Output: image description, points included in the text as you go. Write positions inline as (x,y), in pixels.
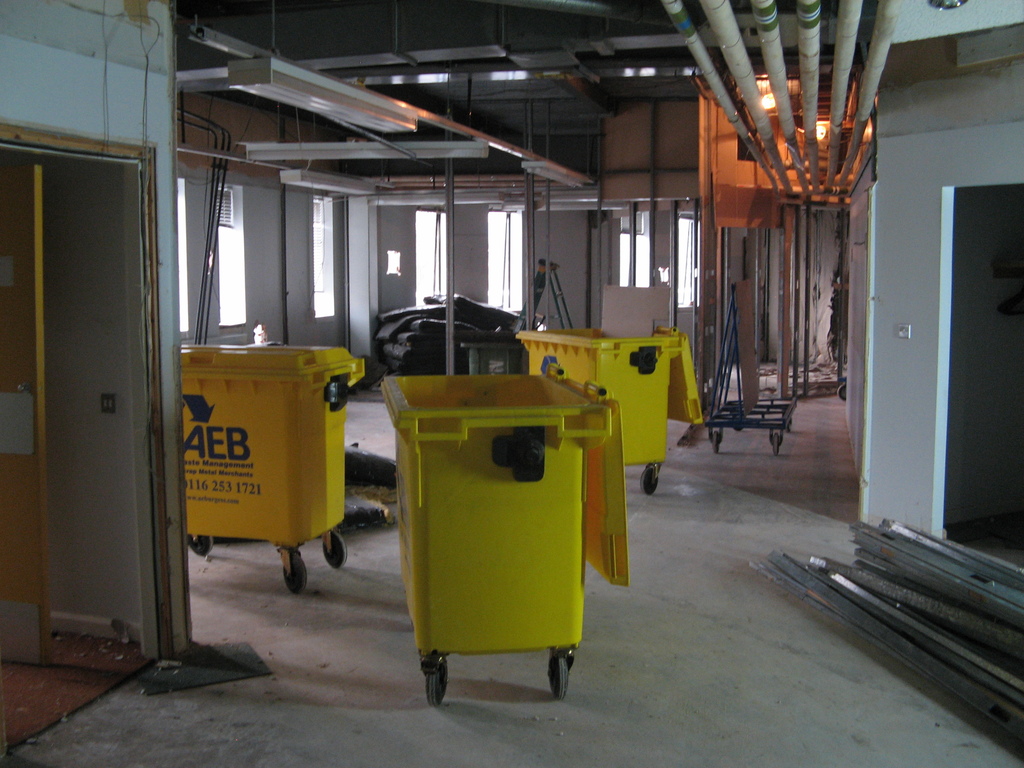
In this image I can see the boxes (522,463) which are in yellow color and there are wheels (442,686) to the boxes (515,542). To the right (891,595) I can see many iron rods (890,610). In the top (809,138) there are stick poles (836,114) and the lights (477,154). These are inside the room (398,716).
